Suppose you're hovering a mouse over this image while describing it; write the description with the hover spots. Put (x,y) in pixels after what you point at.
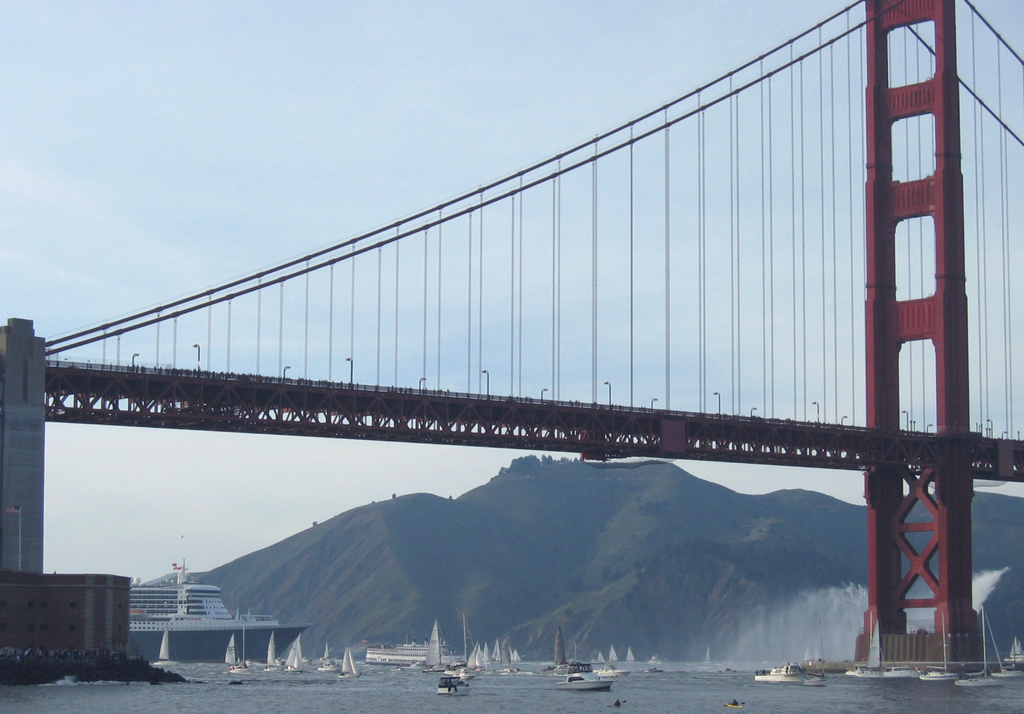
In the picture we can see a bridge (949,531) and to it we can see a huge stand (947,546) which is red in color and on the bridge (880,615) we can see some poles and under the bridge (102,372) we can see water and some boats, ship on it and behind it we can see a hill (597,603) and in the background (456,359) we can see a sky (295,448).
